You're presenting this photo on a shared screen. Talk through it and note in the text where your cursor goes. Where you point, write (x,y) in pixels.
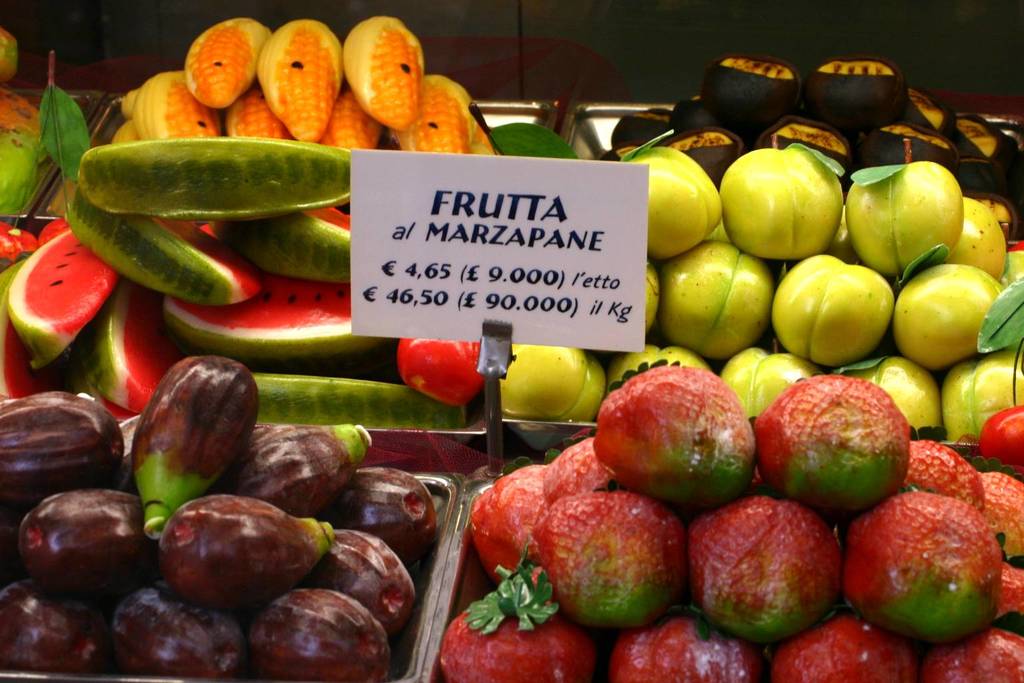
Here in this picture we can see fruits (669,248) and vegetables (239,409) present in baskets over there and we can also see a rate card (389,295) present in the middle (360,248) over there.
